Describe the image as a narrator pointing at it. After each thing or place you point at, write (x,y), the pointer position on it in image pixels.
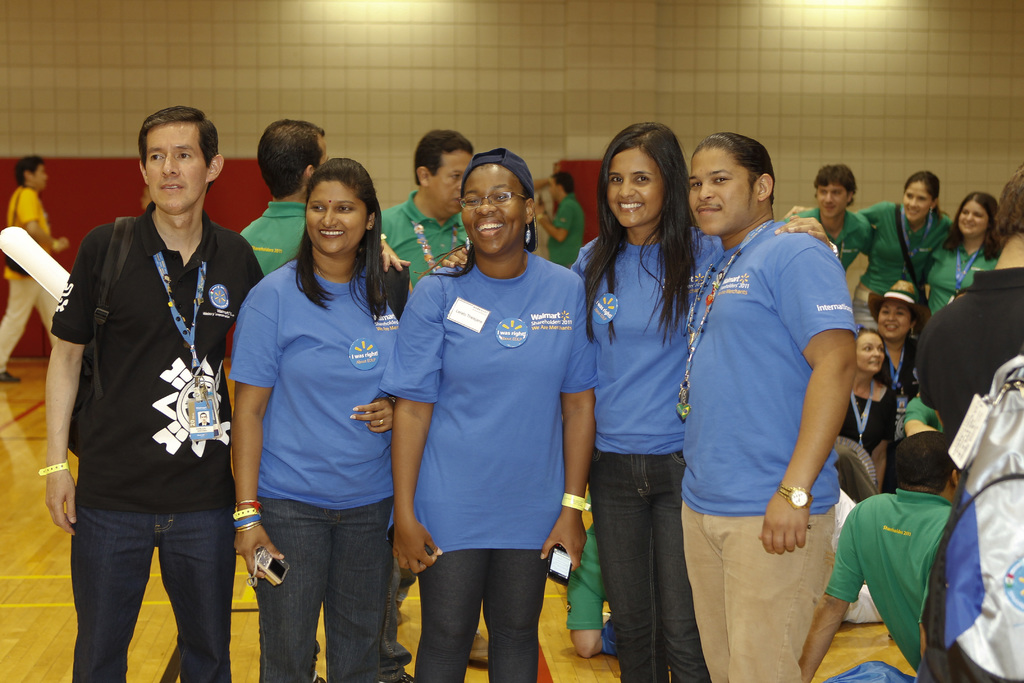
In this picture we can see group of people (639,440) standing and smiling. In the background (826,167) we can see people (437,189). At the bottom portion of the picture (37,616) there is a floor (39,602).
